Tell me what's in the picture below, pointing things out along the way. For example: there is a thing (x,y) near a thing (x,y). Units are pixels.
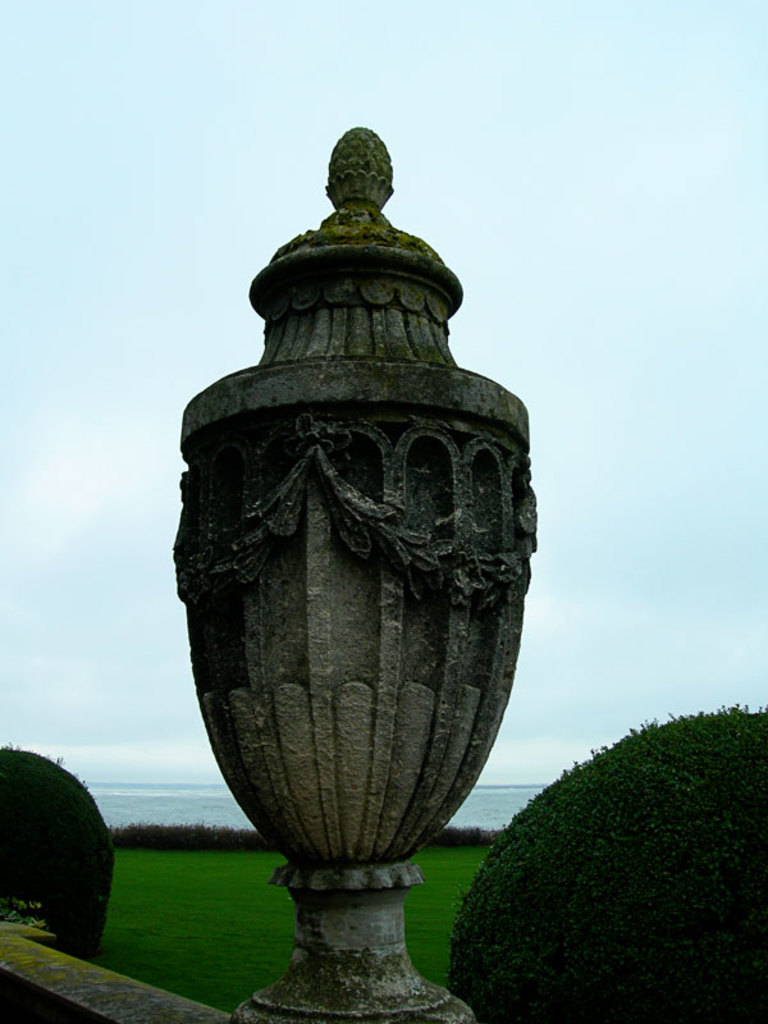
In the foreground (337,884), I can see a fence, a pillar (425,660) with carvings (407,699) on it and plants (620,882). In the background (4,703), I can see grass (273,855), water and the sky (653,314). This picture might be taken near the ocean (458,812).
